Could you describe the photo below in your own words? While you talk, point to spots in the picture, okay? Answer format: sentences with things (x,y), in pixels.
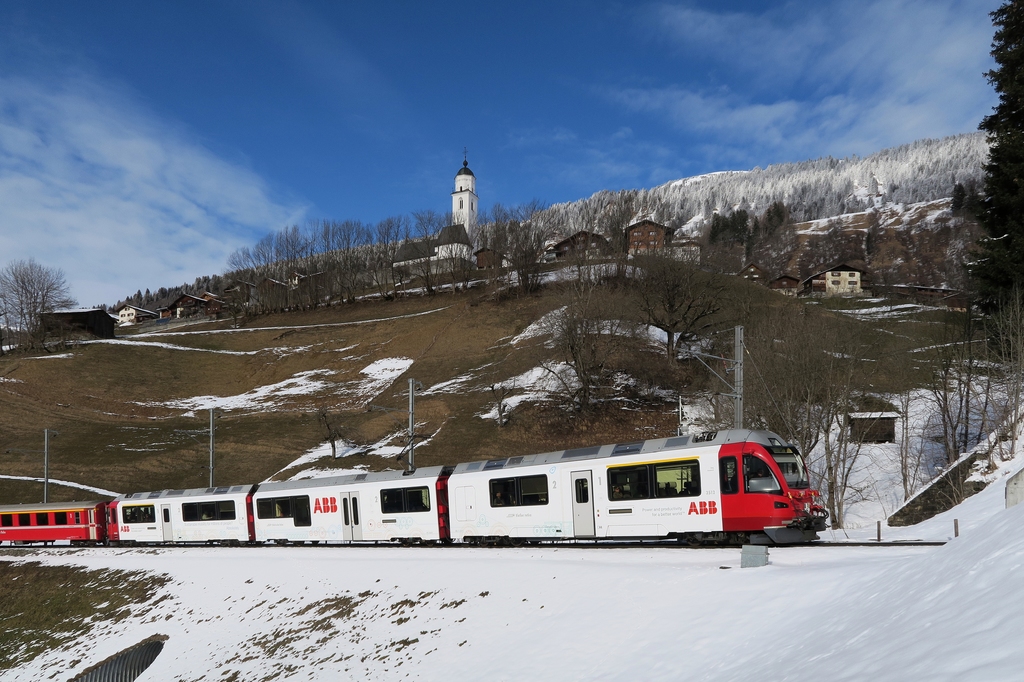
This picture might be taken from outside of the city. In this image, in the middle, we can see a train (363,526) moving on the railway track (814,546). On the right side (965,201), we can see some trees (998,119). On the left side (51,326), we can see some trees (38,333), houses (171,312). In the background (348,244), we can see some trees (495,246), houses (681,245), tower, snow (710,176). At the top (515,20), we can see a sky (677,101), at the bottom (775,573), we can see a snow (586,652) and a grass (43,629).
